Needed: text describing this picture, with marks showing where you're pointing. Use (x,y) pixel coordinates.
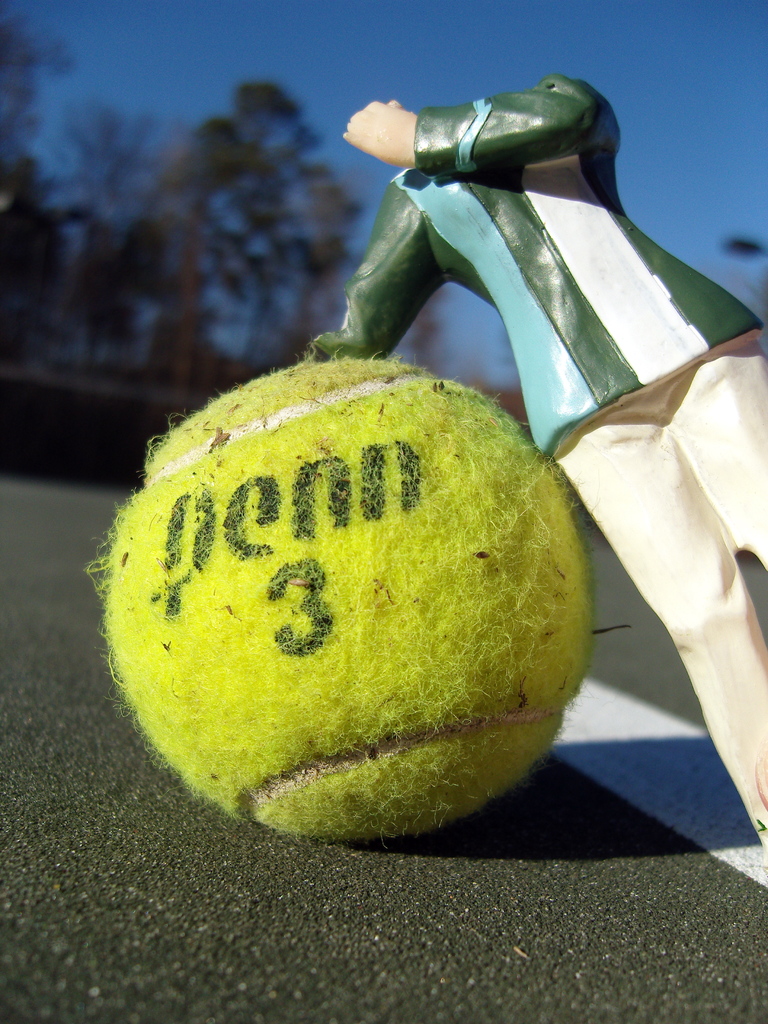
In this picture, we see a ball (356,551) in yellow color. Beside that, we see a toy (628,398). At the bottom (489,903), we see the road (616,893). There are trees (141,296) in the background (241,277). At the top (440,50), we see the sky (421,58). This picture is blurred in the background (102,333).
